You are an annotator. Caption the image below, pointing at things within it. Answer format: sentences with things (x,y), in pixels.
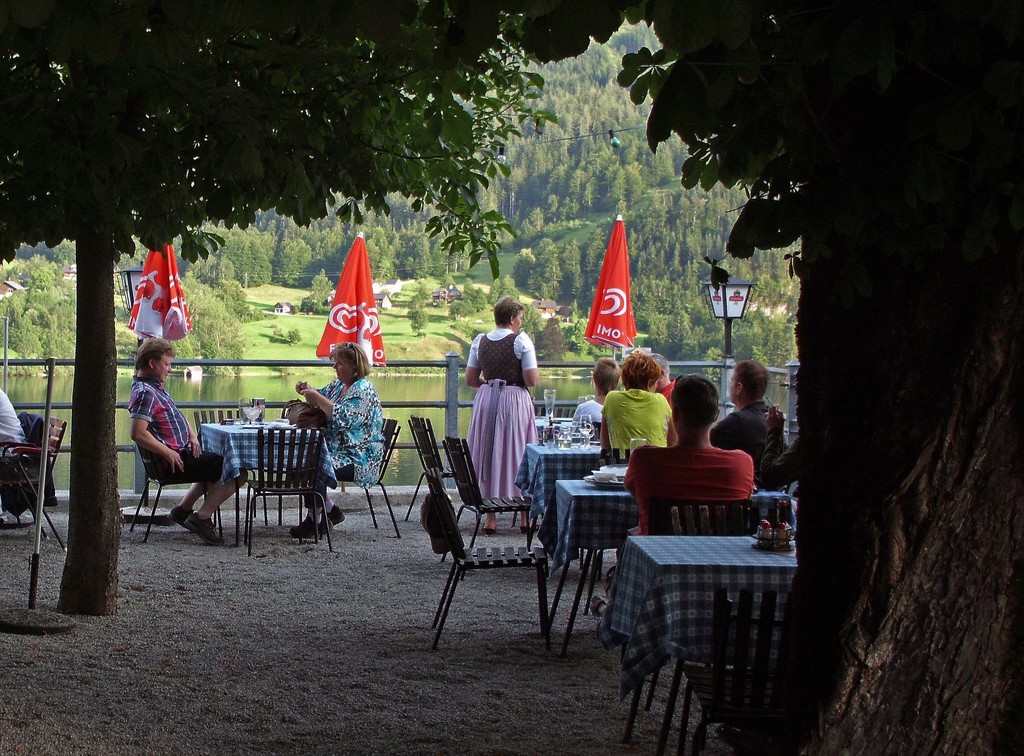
On the background (565,120) we can see trees (565,120), grass (322,316), plants (536,316). This is a lake (438,392). here we can see red colour umbrellas (626,294) and a fence (435,362). We can see persons (656,473) sitting on chairs (752,513) in front of a table (528,495) and on the table (560,447) we can see glasses (575,446). We can see one woman (479,387) standing near to the table (553,484). This is a branch (909,426).
